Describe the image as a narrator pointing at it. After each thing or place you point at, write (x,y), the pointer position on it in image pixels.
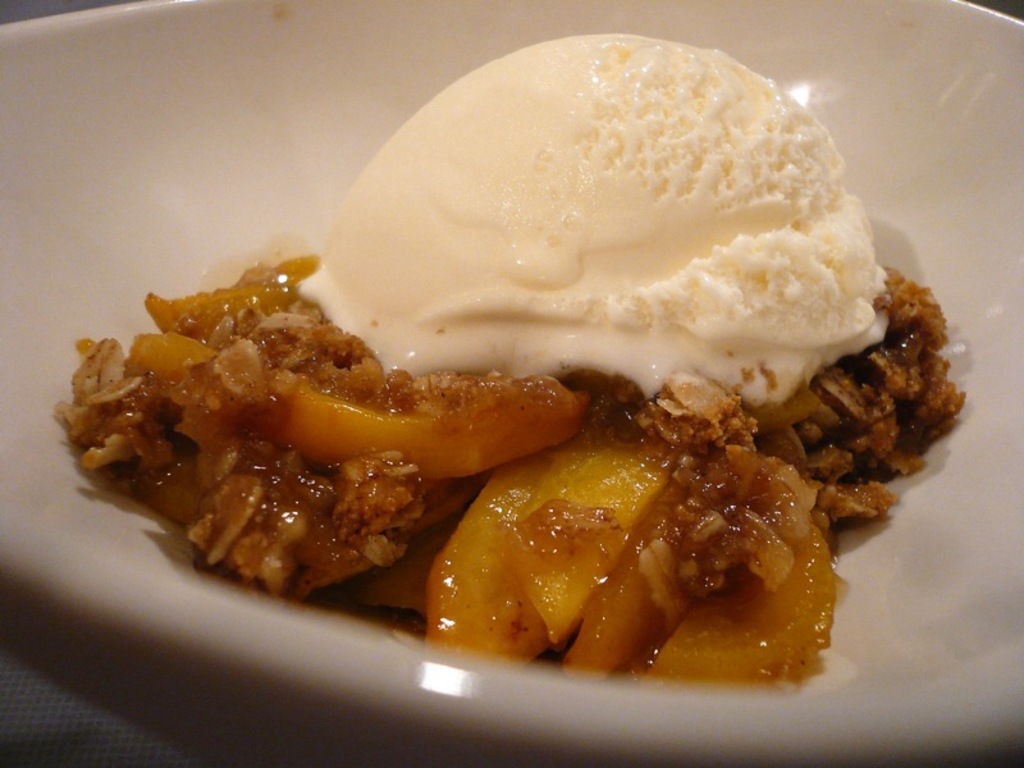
In this picture we observe a white plate (972,394) in which there is a food item (692,388) on which a scoop of ice cream (682,371) is placed.
